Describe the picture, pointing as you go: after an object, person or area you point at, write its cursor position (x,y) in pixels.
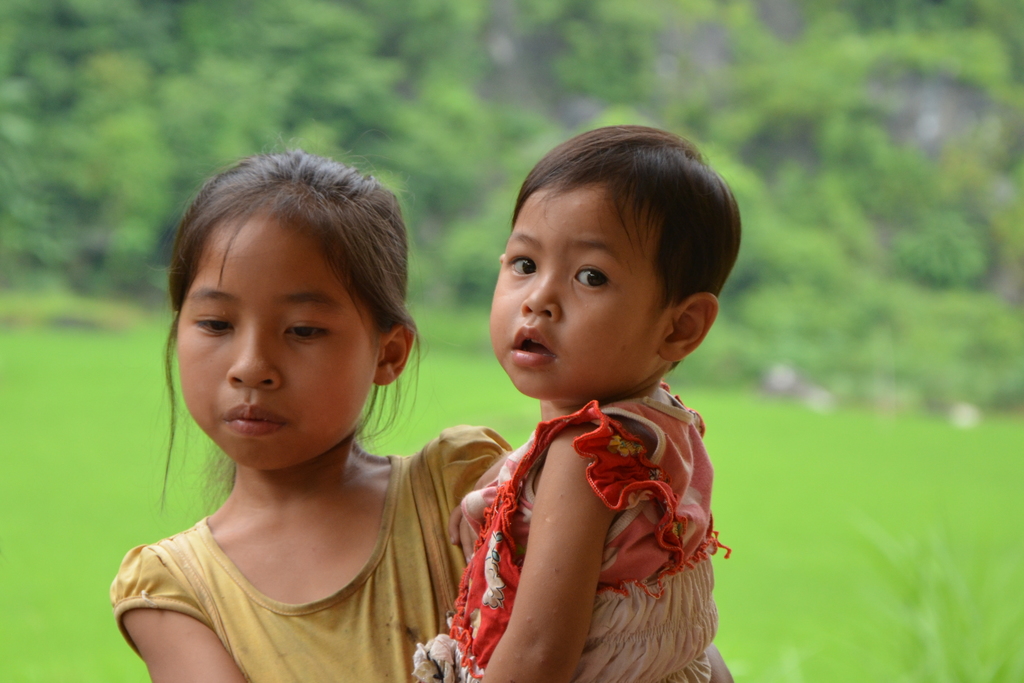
In this picture I can see a girl (242,588) holding baby (556,598), behind there are some grass (930,519) and trees (780,216).
